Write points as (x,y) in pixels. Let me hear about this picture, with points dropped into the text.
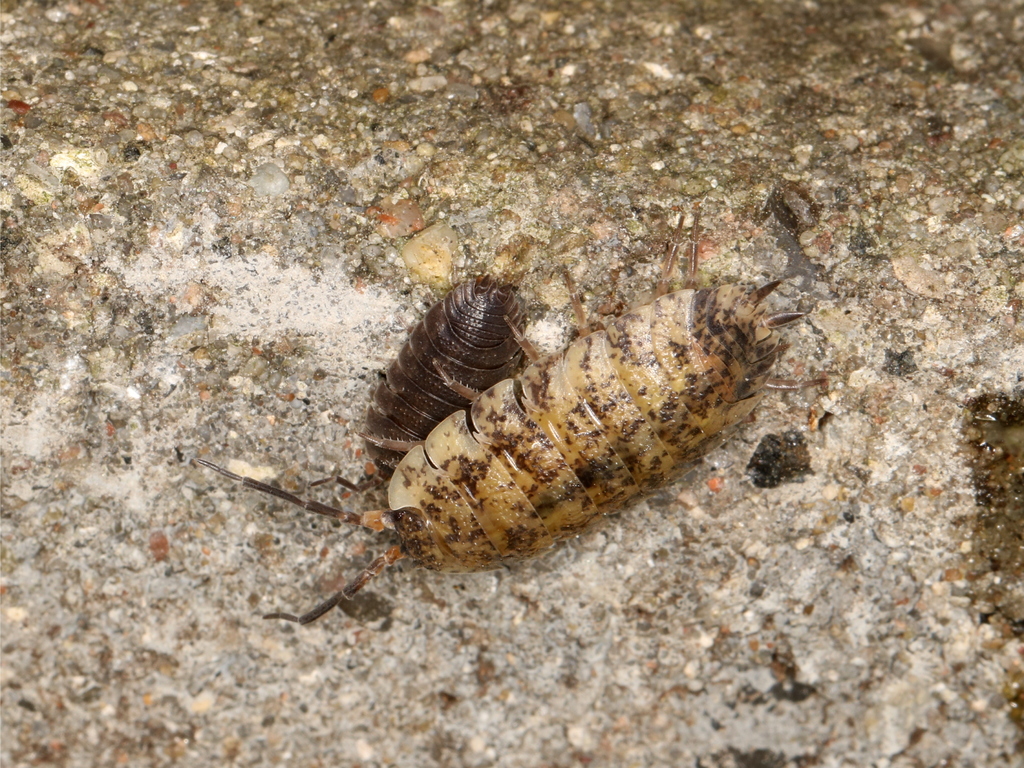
In this picture, we see the insects (483,350). In the background (358,507), it might be a rock (635,570).
